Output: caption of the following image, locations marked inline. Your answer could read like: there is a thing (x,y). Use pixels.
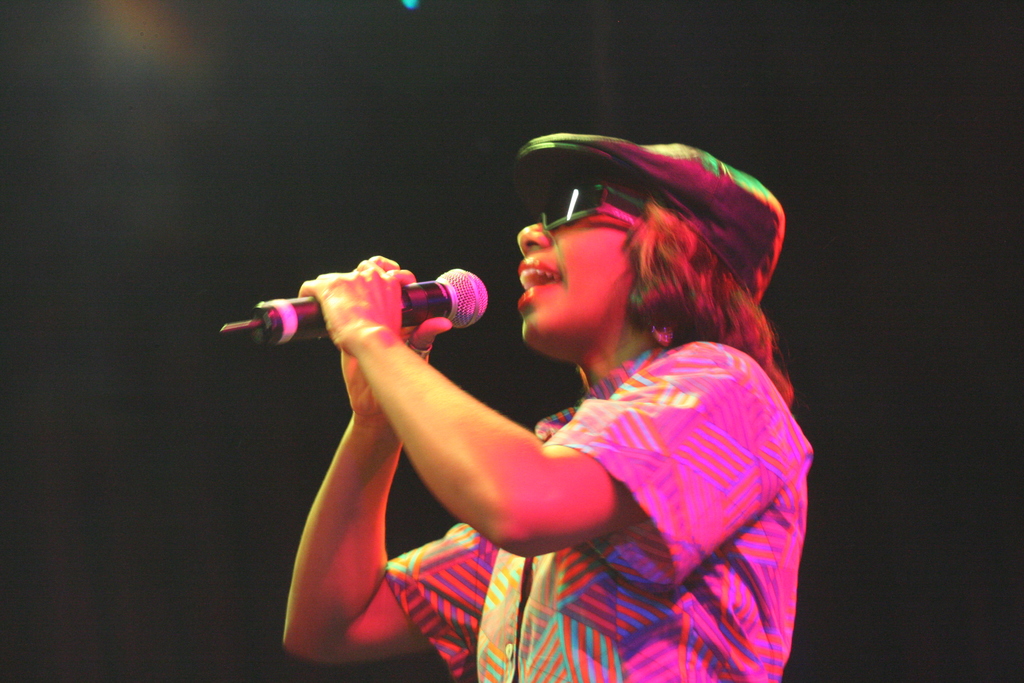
In this image there is a person (571,336) singing, he is holding a microphone (292,300), the background of the image (145,226) is dark.
